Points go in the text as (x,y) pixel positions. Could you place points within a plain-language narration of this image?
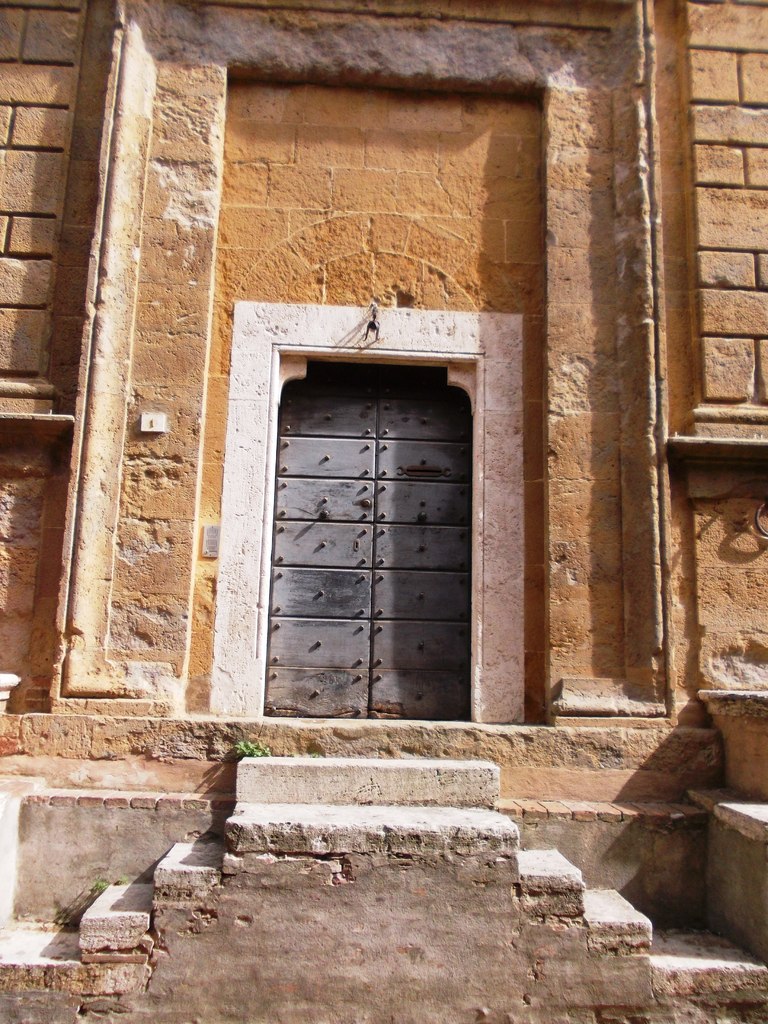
In this picture we can observe a door (331,532) which is in grey color. We can observe steps (636,921) and wall (328,182) which is in brown color.
